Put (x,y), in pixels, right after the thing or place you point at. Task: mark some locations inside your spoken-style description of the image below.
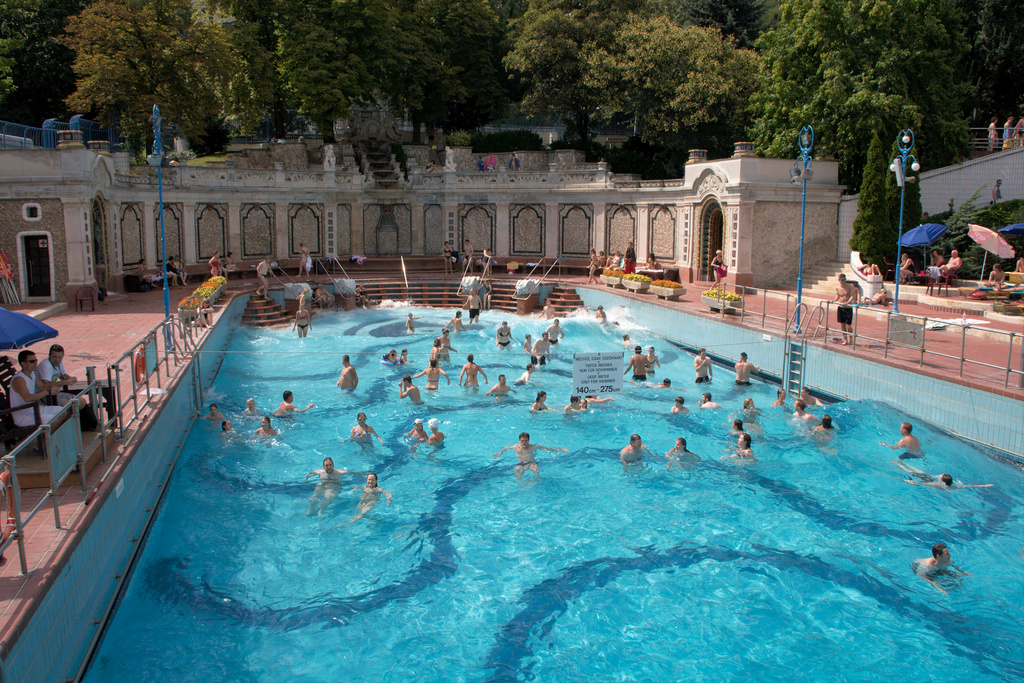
In the picture we can see a swimming pool (617,577) with some people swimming in it and around it we can see a railing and some people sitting on the path (63,492) under the umbrellas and in the background (881,234) we can see trees (701,133).
